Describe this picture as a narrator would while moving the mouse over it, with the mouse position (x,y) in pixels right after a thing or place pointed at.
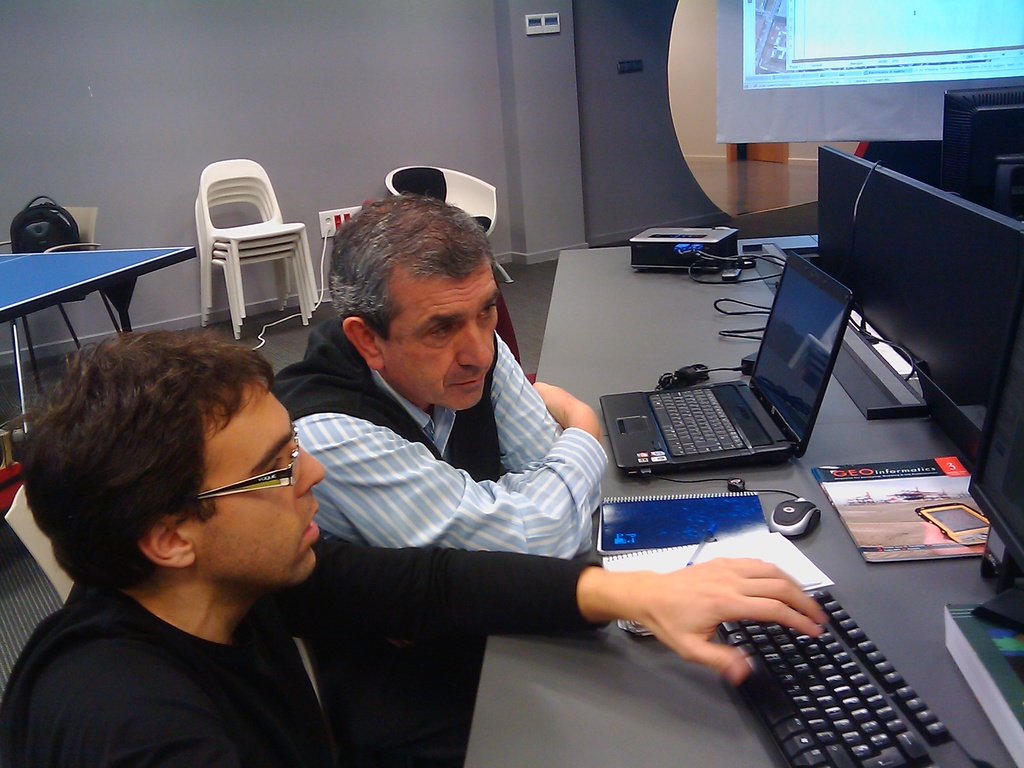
There are two people (329,505) sitting in a chair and there is a table (669,482) in front of them and the table (683,472) consists of monitors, laptops (757,425), keyboard (801,646), mouse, book (946,499) and pen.
